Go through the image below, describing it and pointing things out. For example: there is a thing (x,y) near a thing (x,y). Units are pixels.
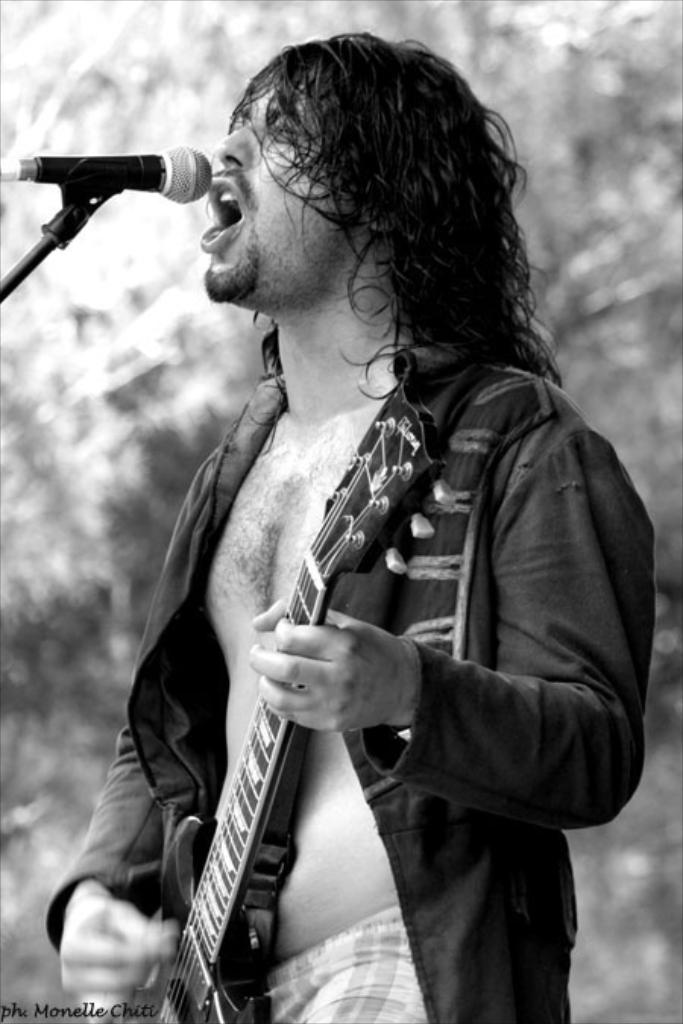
In this picture a man (261,241) is singing and playing guitar (364,517) in front of microphone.
